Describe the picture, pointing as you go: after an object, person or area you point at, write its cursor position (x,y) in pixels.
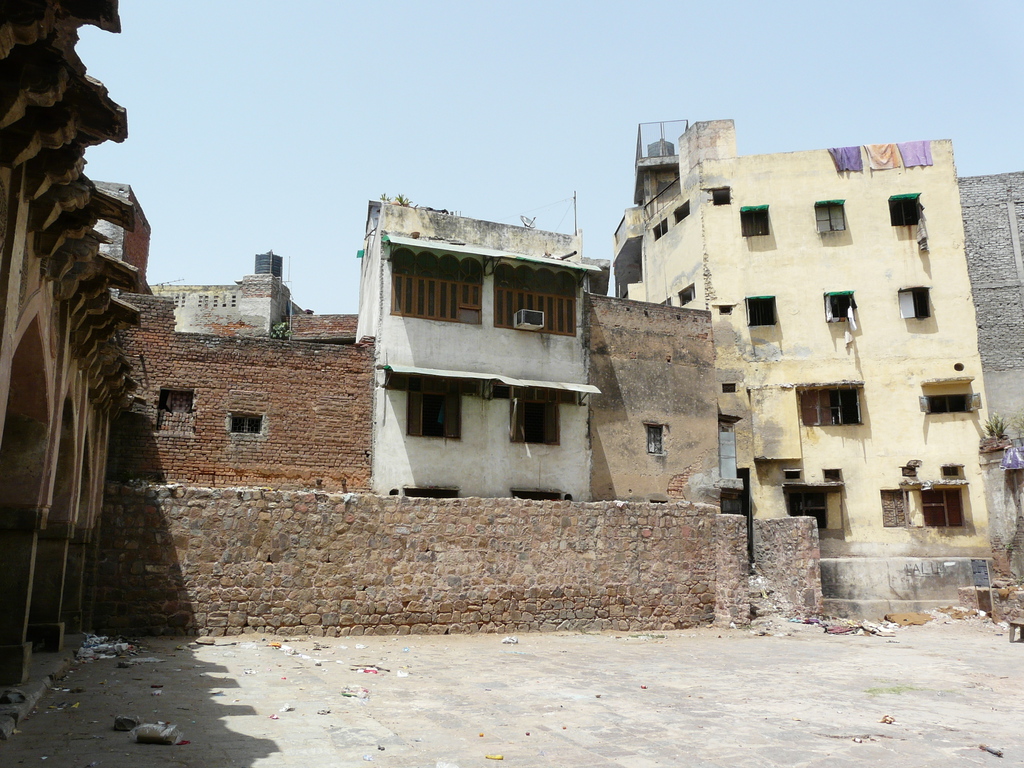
In this image we can see few buildings (211,416) with doors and windows (802,494) and at the top (458,124) we can see the sky (208,102).
